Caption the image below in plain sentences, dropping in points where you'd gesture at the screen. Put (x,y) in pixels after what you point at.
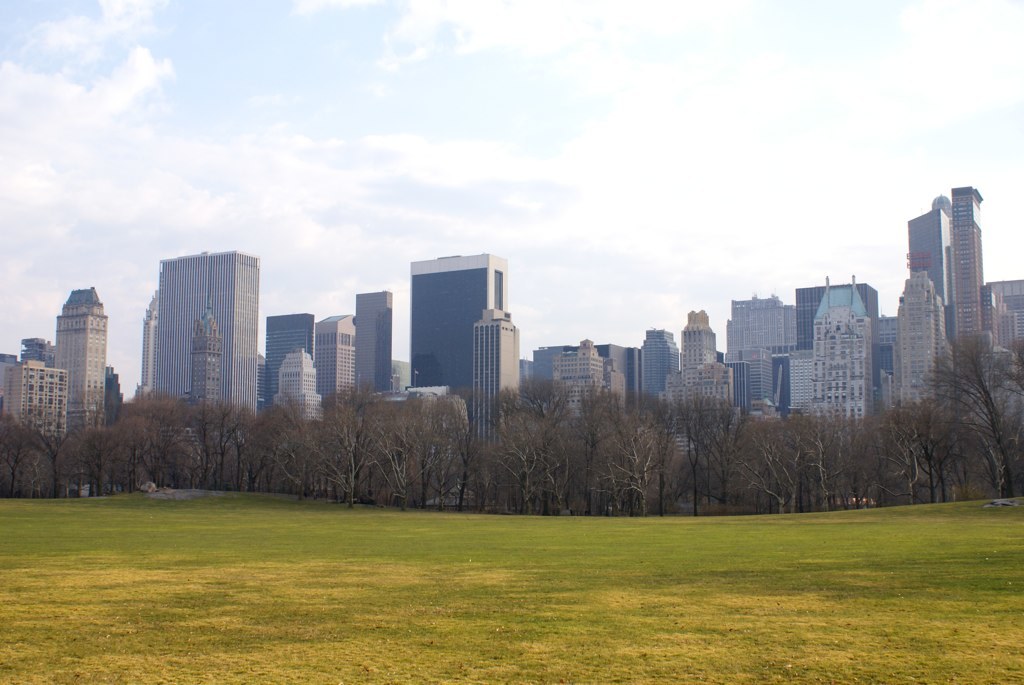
In this image we can see the buildings (624,361) and also trees (666,457). We can also see the sky (352,87) with the clouds (200,172) and at the bottom (463,584) we can see the ground (476,572).
